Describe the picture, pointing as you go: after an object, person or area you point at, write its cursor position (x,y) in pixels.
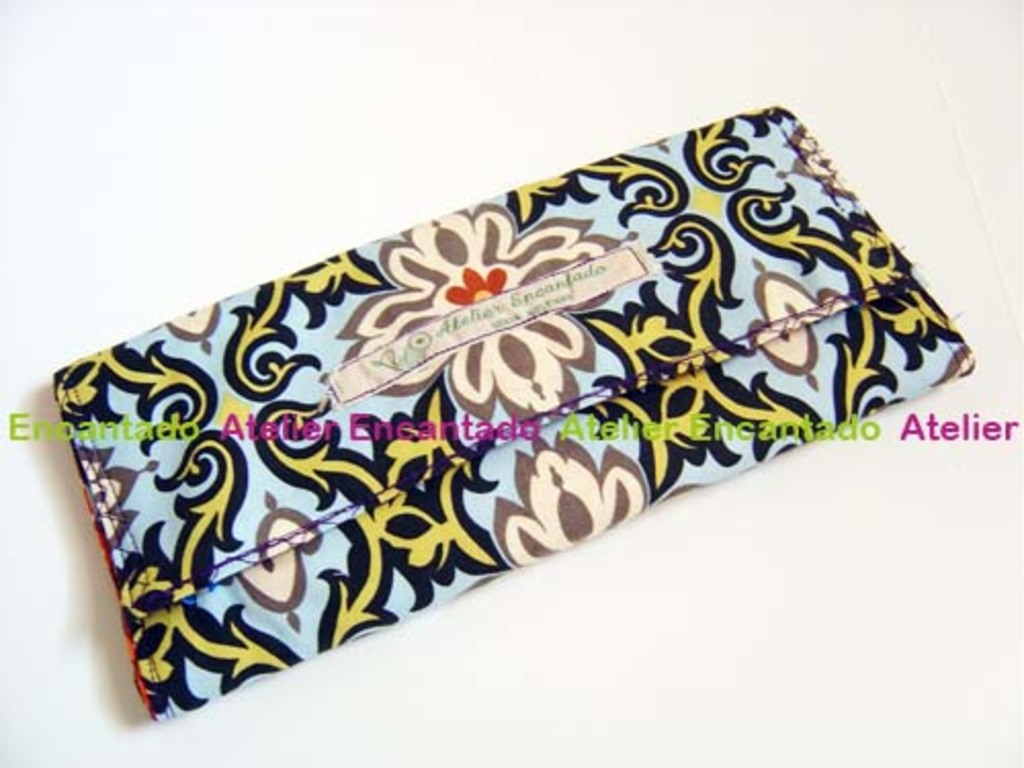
In this image we can see cloth (501,298) on the white colored surface (964,152), there are some text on the cloth (269,455), also we can see some text (392,424) on the image.
